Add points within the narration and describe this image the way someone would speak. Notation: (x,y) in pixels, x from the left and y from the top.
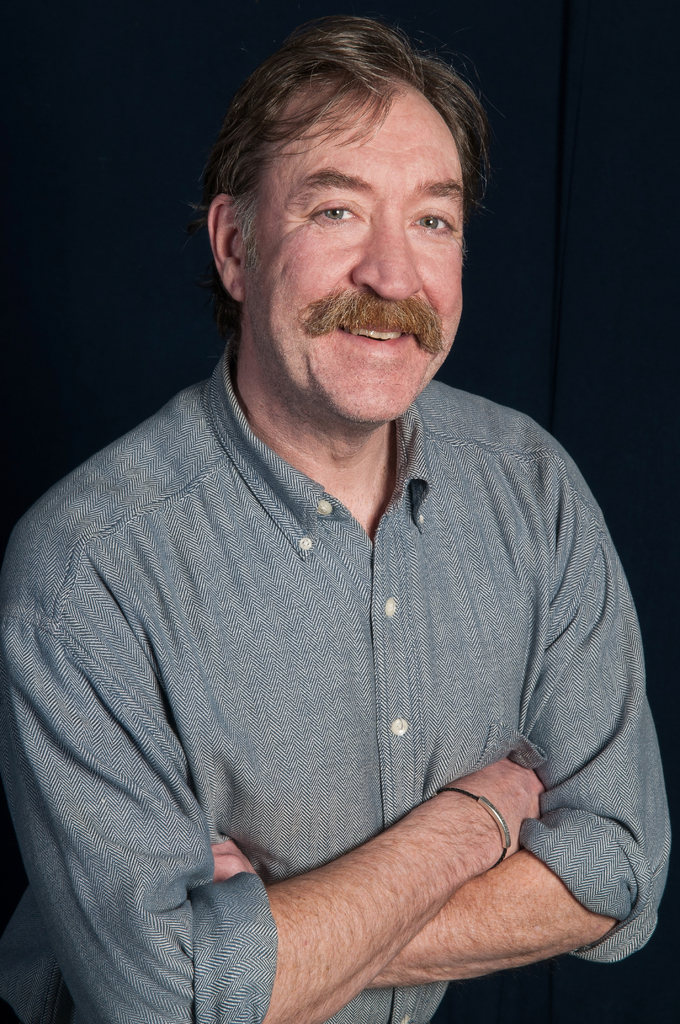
In the center of the image (321,467) a man (421,389) is there. In the background of the image (533,360) curtain (500,260) is there.
